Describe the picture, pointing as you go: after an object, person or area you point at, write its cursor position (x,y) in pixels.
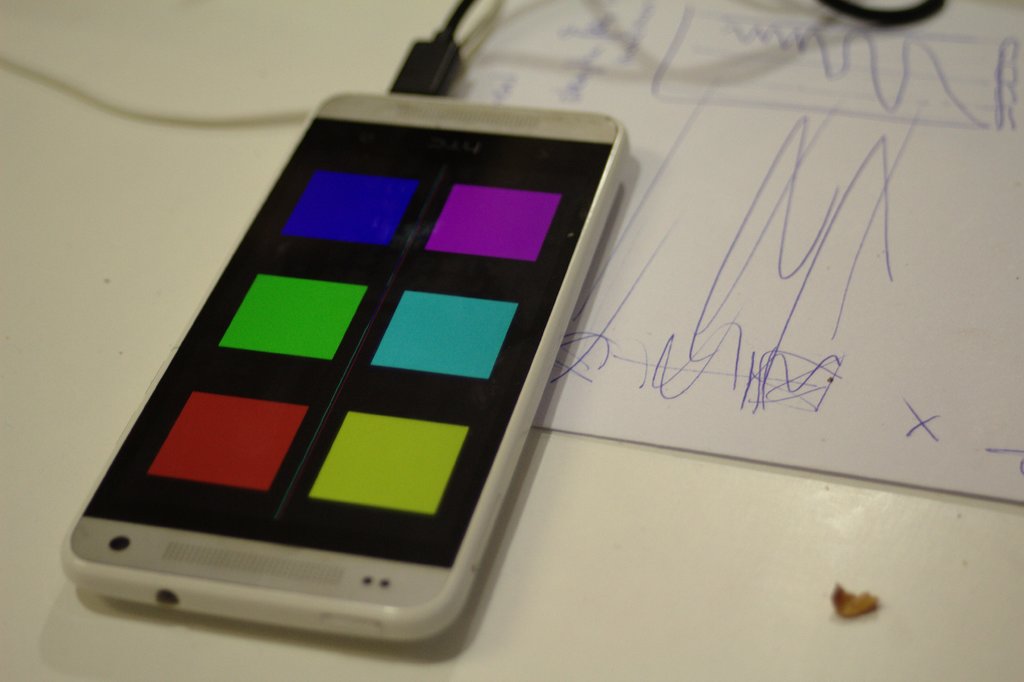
In this image, we can see a white color table (222,656), on that table (512,584) there is a mobile phone (598,115) which is connected with a black color charger (410,88) and we can see a white color paper (851,316).
